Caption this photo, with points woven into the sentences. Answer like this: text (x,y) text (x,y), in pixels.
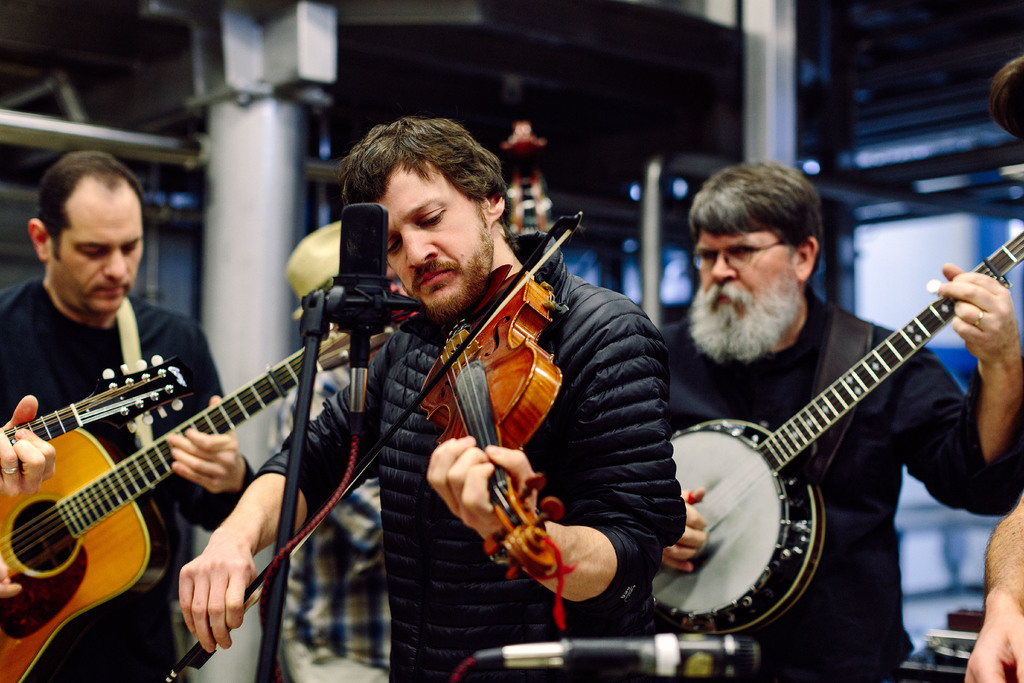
In the picture there are many musicians (117,364) playing musical instruments (720,456). There is a mic (372,264) in front of the violinist (412,462). In the background (492,102) there is a building (386,93). Most the musicians (771,389) are wearing black dress (636,492).
